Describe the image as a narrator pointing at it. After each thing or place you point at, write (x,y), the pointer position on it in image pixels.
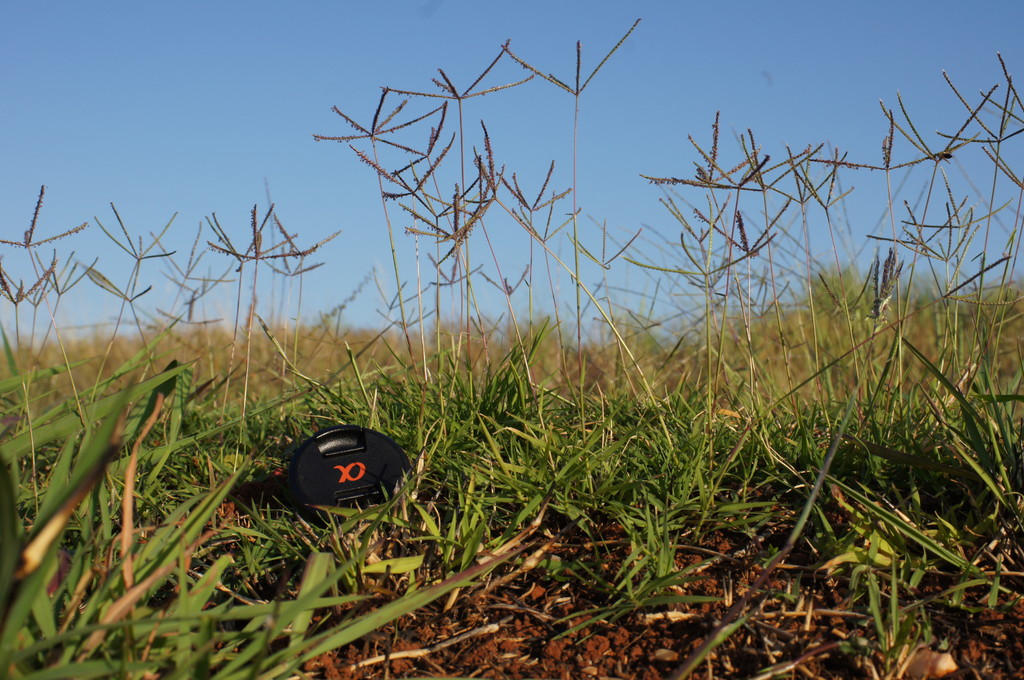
There is one black color object (386,482) present in a grassy land (281,429) as we can see at the bottom of this image (370,473), and there is a sky (226,185) in the background (333,211).
